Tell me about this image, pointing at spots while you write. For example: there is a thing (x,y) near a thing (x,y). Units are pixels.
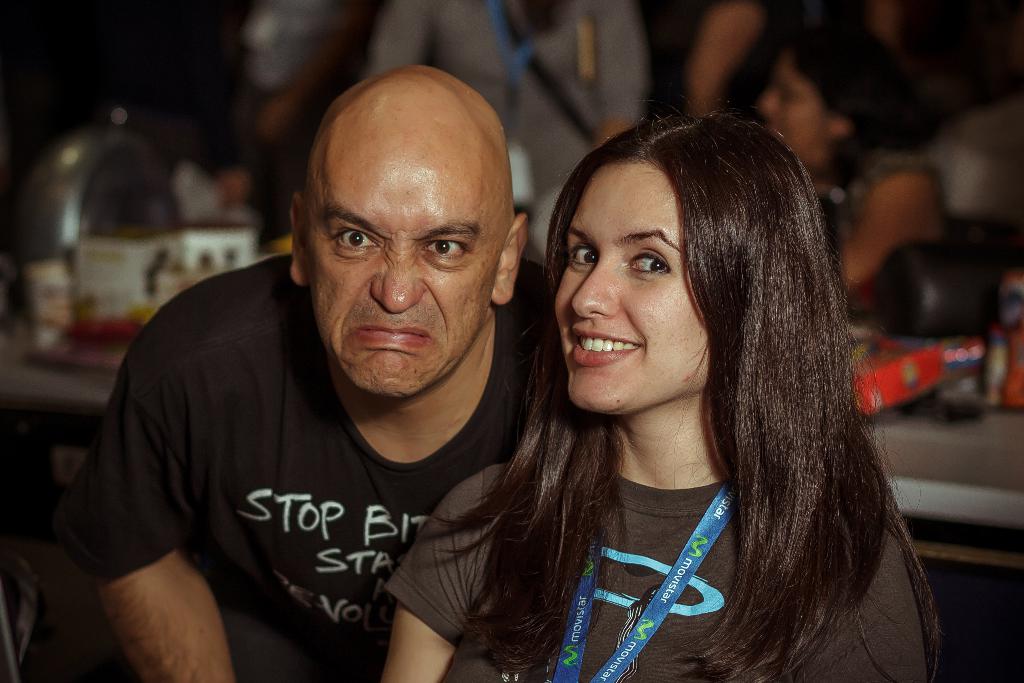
In this image, we can see a woman (693,447) and man (261,556) are watching. Here we can see a woman (611,348) is smiling. In the background (18,578), there is a blur view. Here there are people (533,120) and few objects (1017,373).
